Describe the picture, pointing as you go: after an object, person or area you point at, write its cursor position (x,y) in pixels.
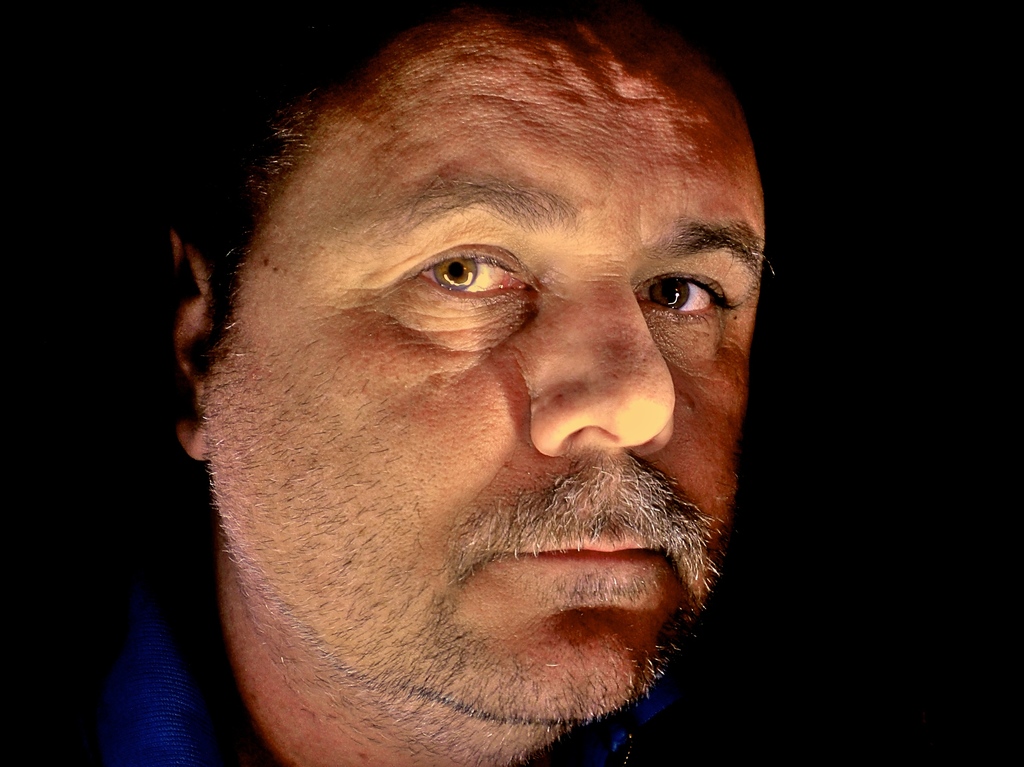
In this image there is a face (421,374) of a man (449,517). The background (863,188) is dark.
